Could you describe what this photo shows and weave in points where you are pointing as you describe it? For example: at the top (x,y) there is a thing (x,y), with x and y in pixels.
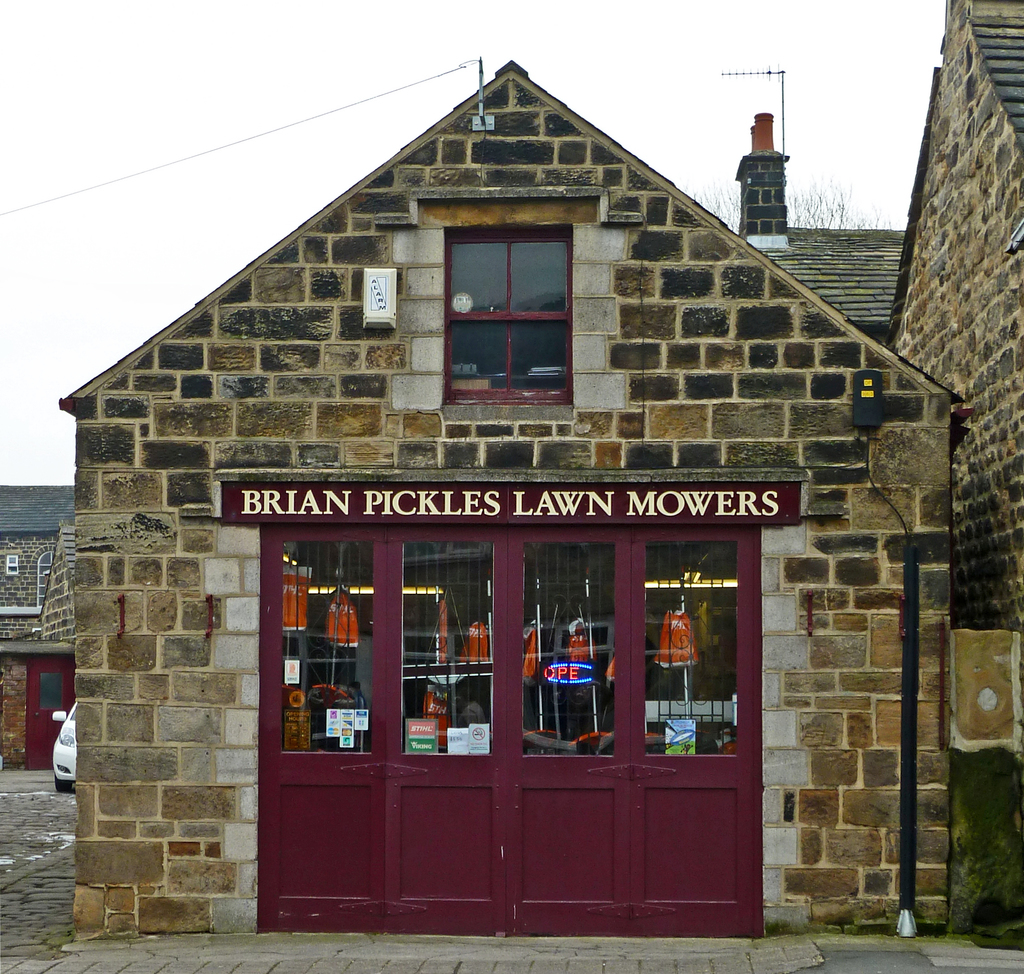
In this picture, it seems like a store (491,477) in the center (596,615) on which there are glass doors (635,759), there are some objects (578,637) and labels (433,722) in the center (576,635). There are houses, a vehicle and sky (912,120) in the background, there is a pole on the right side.
